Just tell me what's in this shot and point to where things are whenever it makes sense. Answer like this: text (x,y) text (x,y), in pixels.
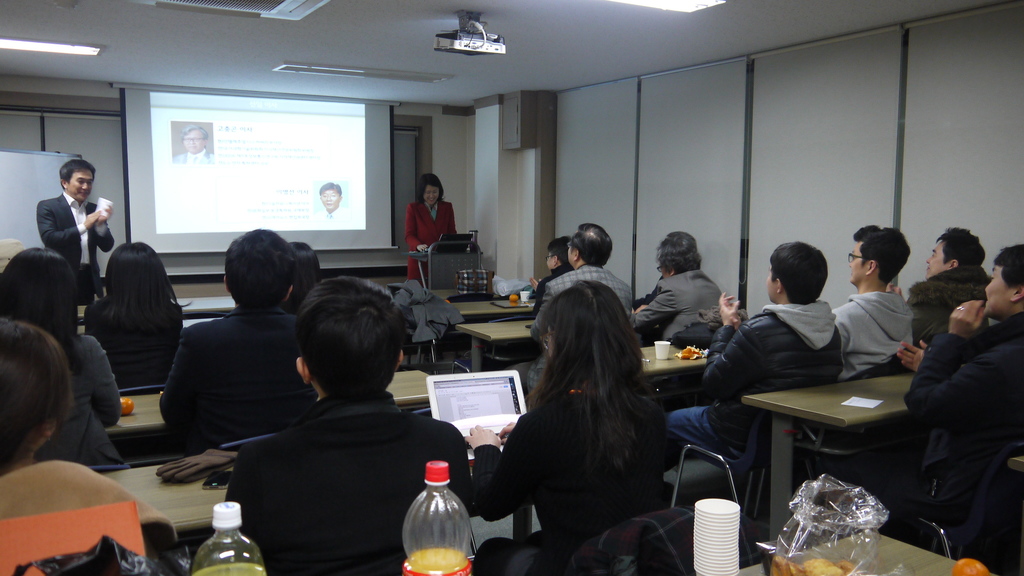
In this image i can see number of people (315,388) sitting on chairs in front of desks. On the desk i can see few bottles (443,536), few cups (700,559), few covers (823,522) of snacks (847,566) and few laptops (503,402). In the background (436,194) i can see 2 persons (428,229) standing, the wall (95,160), the board (33,168), the projection screen (196,177), the ceiling (183,39), a projector (482,39) few lights (70,52) to the ceiling (605,15) and the ac vent (278,15).
